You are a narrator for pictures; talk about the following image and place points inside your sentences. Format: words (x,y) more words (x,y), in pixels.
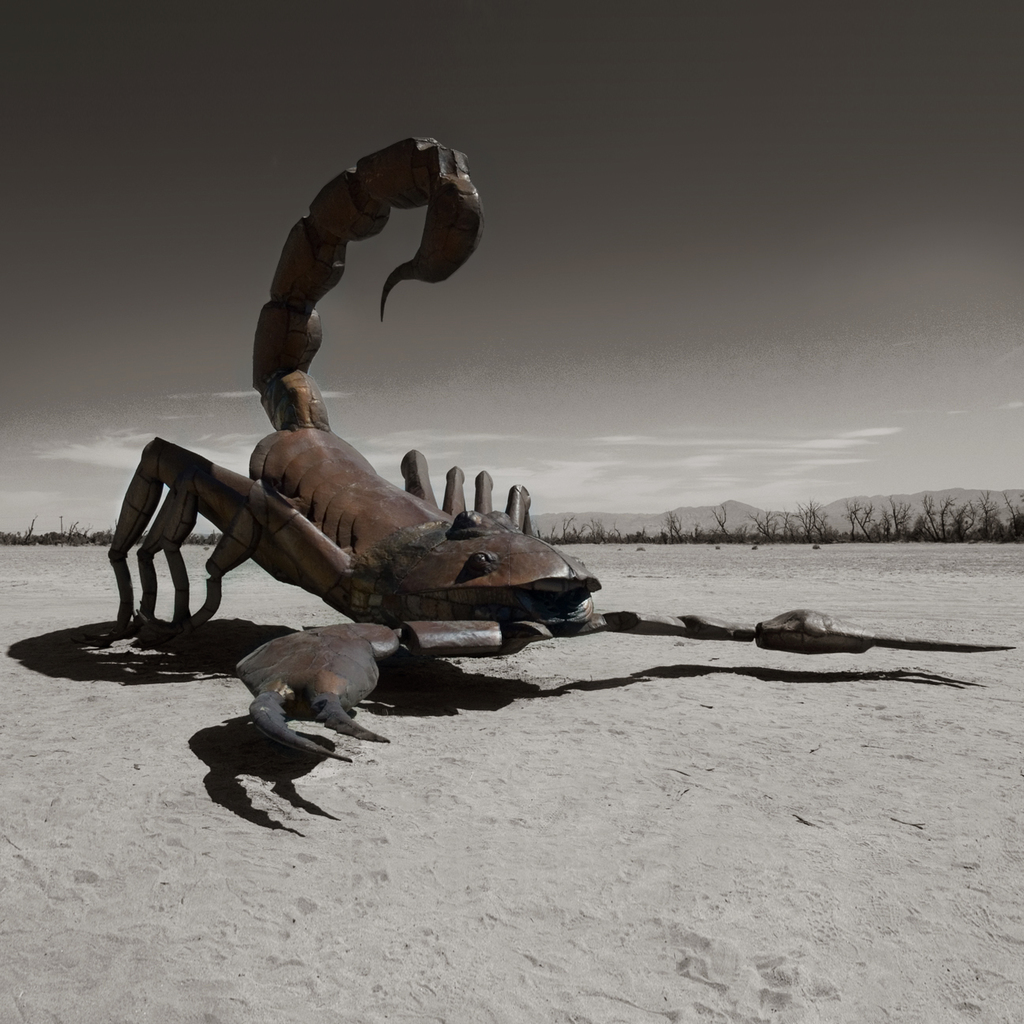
In this image I can see the scorpion (272,541) which is in brown and black color. It is on the sand (508,750). In the background (575,511) there are many trees (824,513), mountains (824,513) and the sky (489,317).
